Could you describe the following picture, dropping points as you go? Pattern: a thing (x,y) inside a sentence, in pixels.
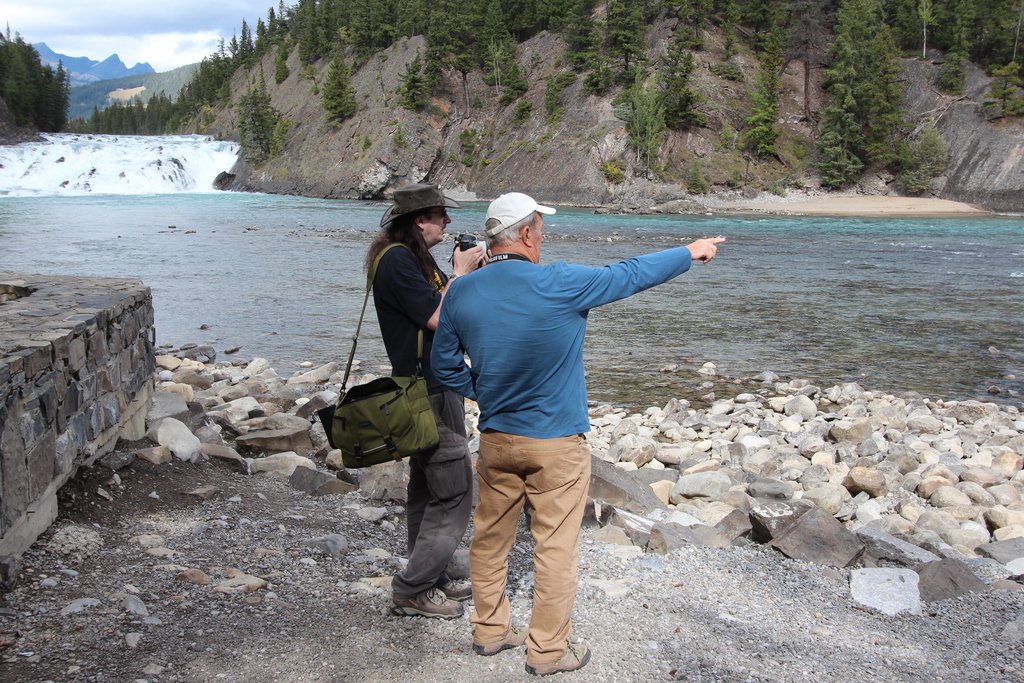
In the image we can see two people (509,446) standing, wearing clothes (471,475), shoes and cap (430,208). There is a person (390,345) holding a camera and carrying a bag (376,423). Here we can see stones (829,523), wall (79,388), mountains (94,77) and trees (354,48). We can even see the river (774,291) and the sky (123,22).
